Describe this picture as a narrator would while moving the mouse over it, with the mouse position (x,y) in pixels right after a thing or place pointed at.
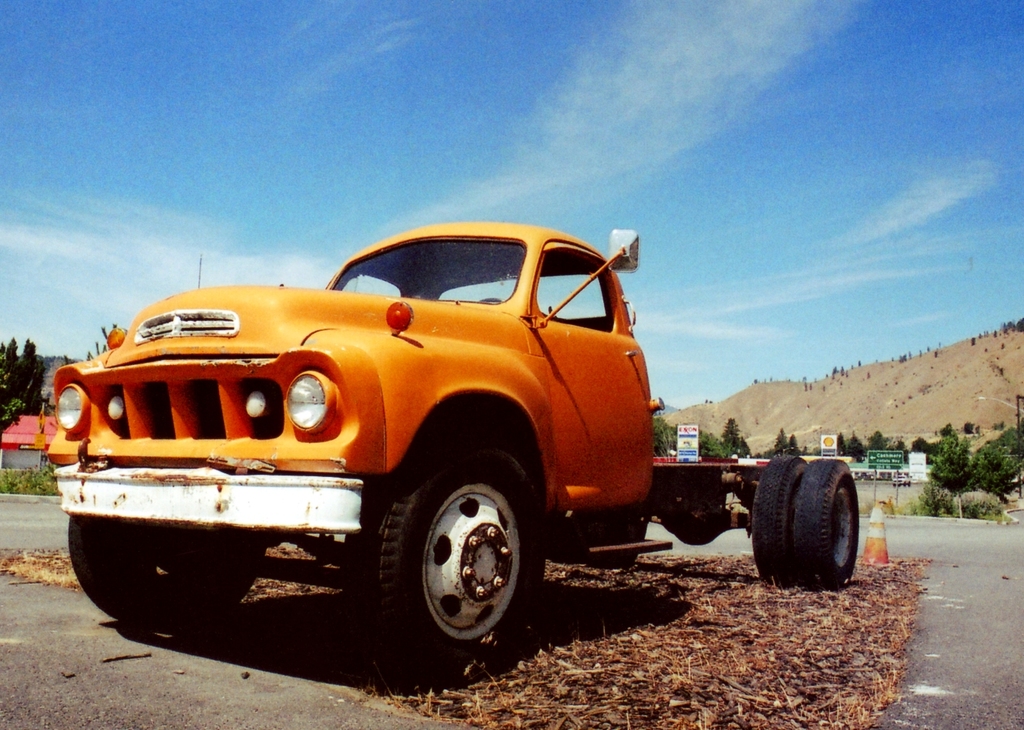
In this picture I can see a truck (522,422) and few trees (846,449), buildings (865,472) and few boards (882,455) with some text (896,463) and I can see a hill (889,367) and few plants (47,483) and a blue cloudy sky (651,258).
